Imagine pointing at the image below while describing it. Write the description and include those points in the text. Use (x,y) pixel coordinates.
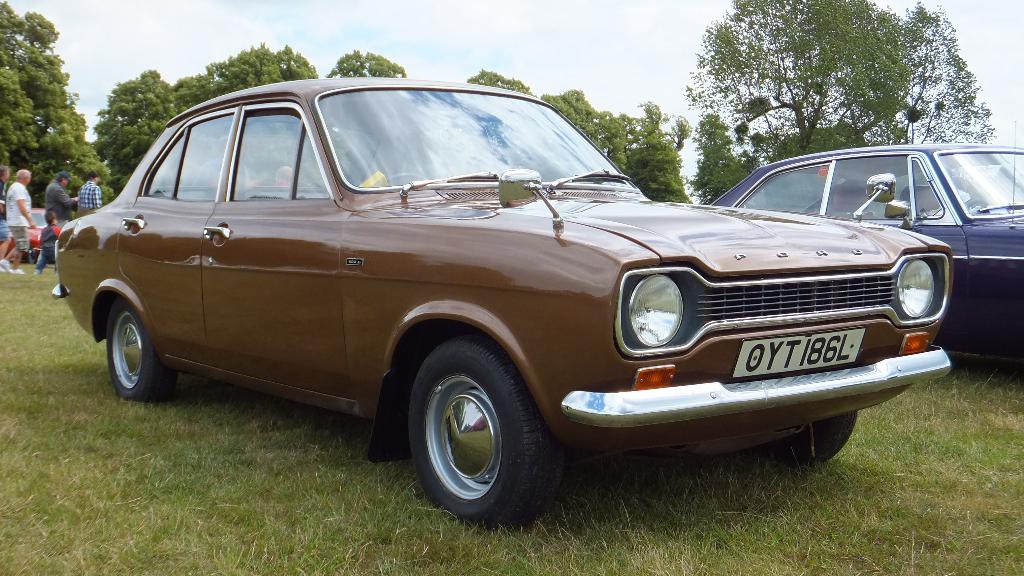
In this image we can see a few people (47,245) walking on the ground (35,342), three cars (85,238) parked on the ground (210,405), some trees (135,93) and grass (23,459) on the ground (32,430). At the top (998,72) there is the sky (972,67).
